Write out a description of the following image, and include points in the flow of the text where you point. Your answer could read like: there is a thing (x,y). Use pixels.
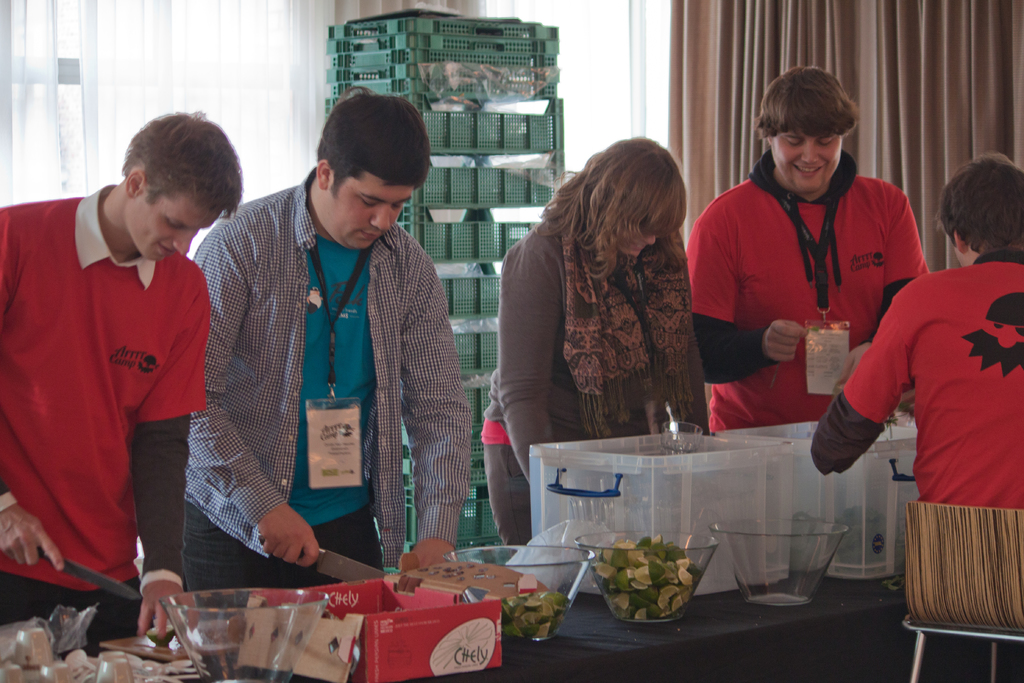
In this image I can see group of people (437,489) standing and I can also see few bowls (185,634), cardboard boxes (376,651) and some objects (587,576) on the table (782,622). In front (287,430) the person (417,405) is wearing blue color shirt (294,414) and holding the knife (352,577). Background (921,37) I can see few curtains (705,40) in cream color and I can also see few windows (597,26).
